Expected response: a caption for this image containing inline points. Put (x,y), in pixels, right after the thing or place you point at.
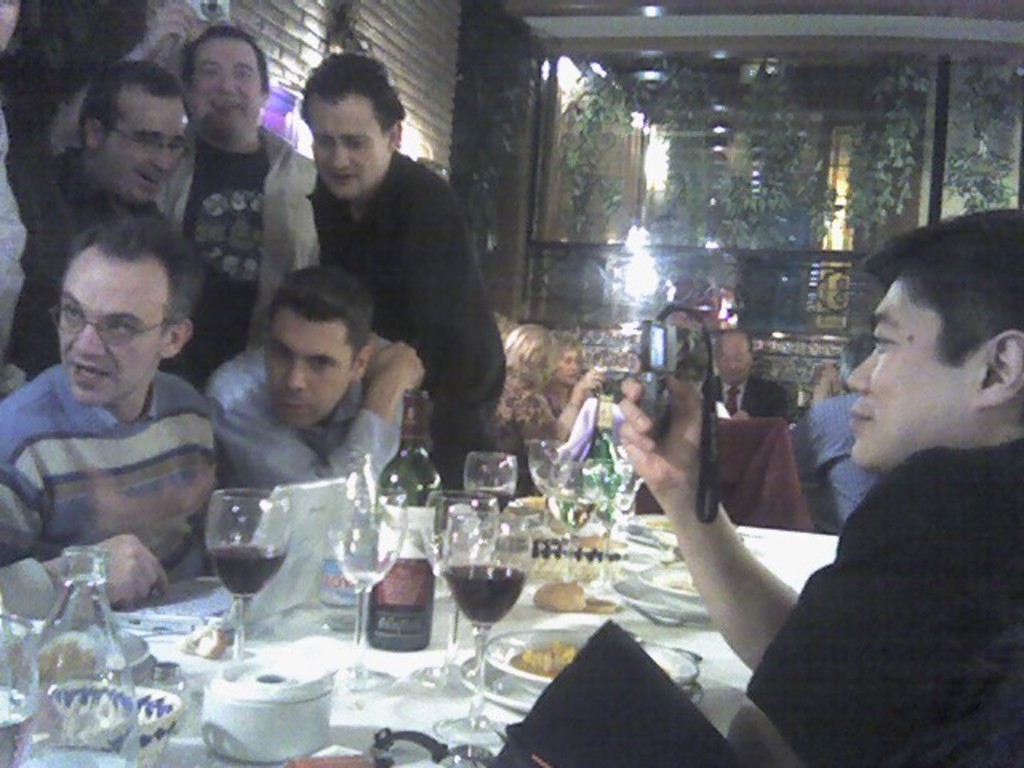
In this picture we can see some people (973,704) are sitting on chairs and some people (178,261) are standing and in front of the people (696,490) there is a table (445,552) and on the table (377,541) there are glasses (548,513), bottle (609,436), bowls (306,693), plates (527,686) and other things (526,657).
